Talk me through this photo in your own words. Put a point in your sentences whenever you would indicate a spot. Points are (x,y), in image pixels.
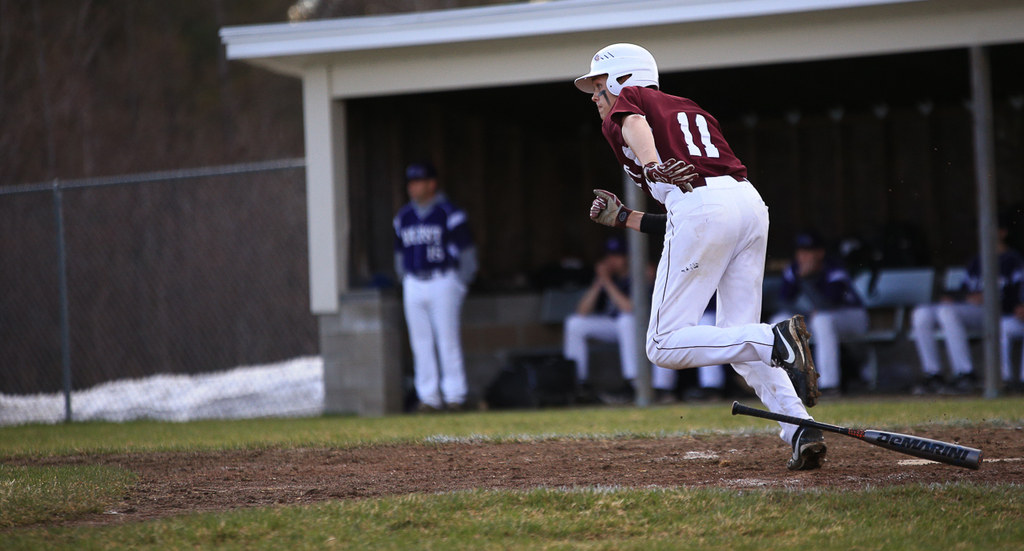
In this picture there is a person (687,132) wearing maroon T-shirt (685,139) is running and there is a base ball bat (910,452) in the right corner (898,446) and there is a greenery ground (544,417) on either sides of him and there are few people (624,283) and a fence (206,258) in the background (613,266).
